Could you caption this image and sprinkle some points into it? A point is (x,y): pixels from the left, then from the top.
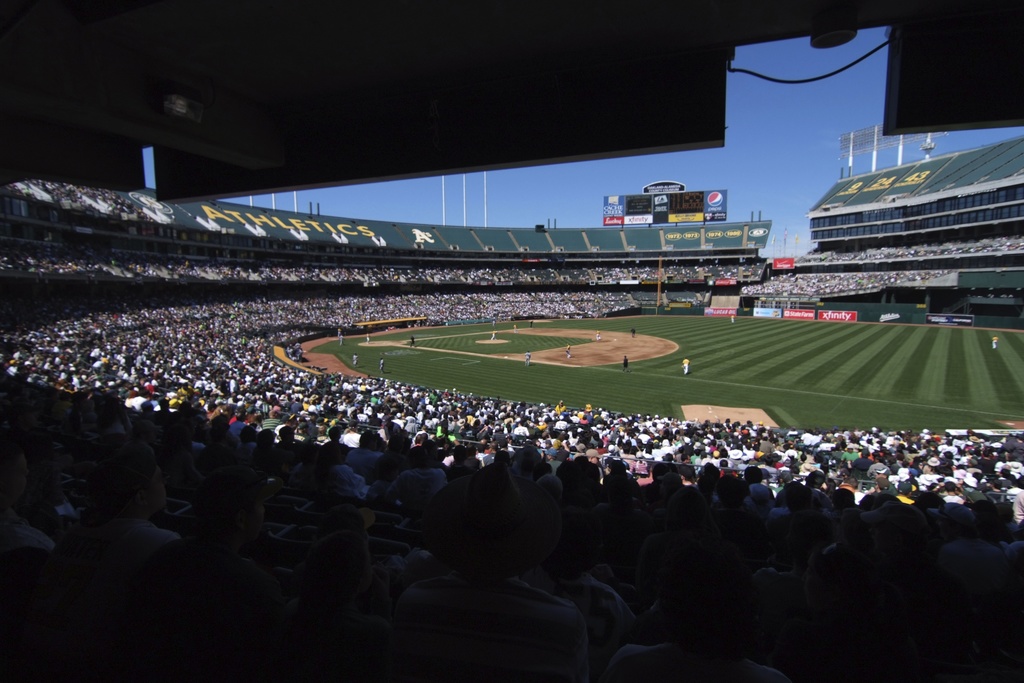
This is a picture of a stadium (501,388), we can see group of people (647,418), there are some poles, lights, boards (724,218), screens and in the background (767,198) we can see the sky (764,181).
